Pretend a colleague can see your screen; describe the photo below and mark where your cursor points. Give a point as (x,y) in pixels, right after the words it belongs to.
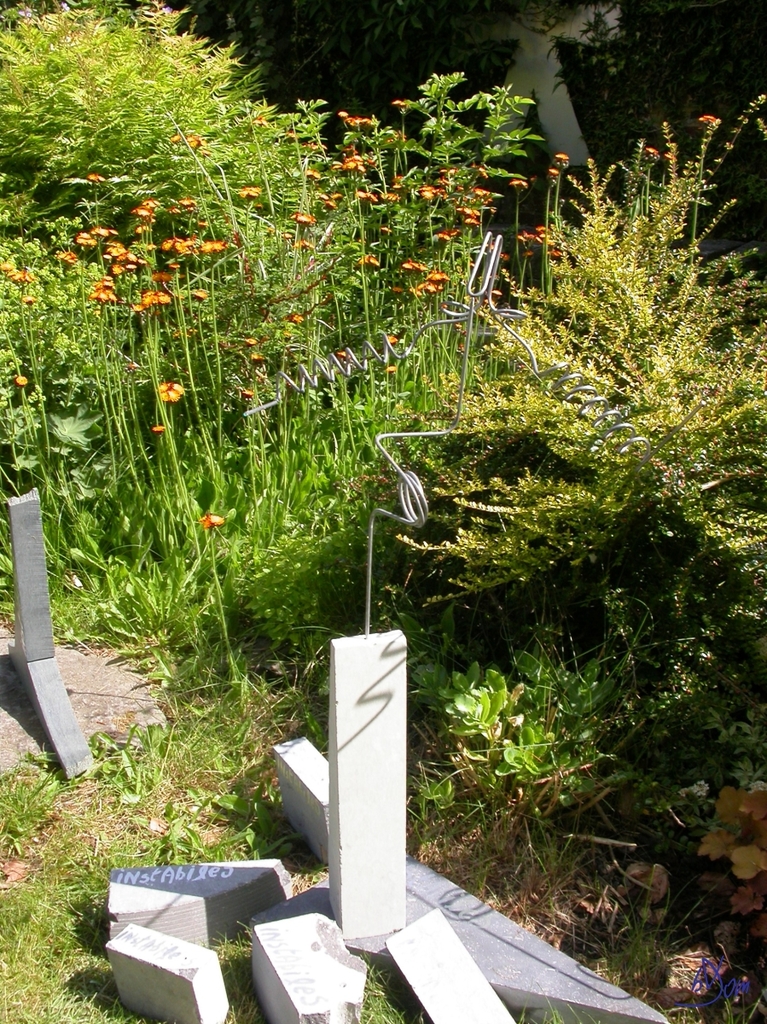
At the bottom of the picture (263,947), we see concrete blocks (147,879) in white color and we even see the stones (472,895). We even see the grass (118,847) and there is a spring (423,501) placed on the concrete block (362,754). There are many trees (634,355) and plants (427,308) in the background (286,230). It is a sunny day and this picture might be clicked in the garden (426,295).
